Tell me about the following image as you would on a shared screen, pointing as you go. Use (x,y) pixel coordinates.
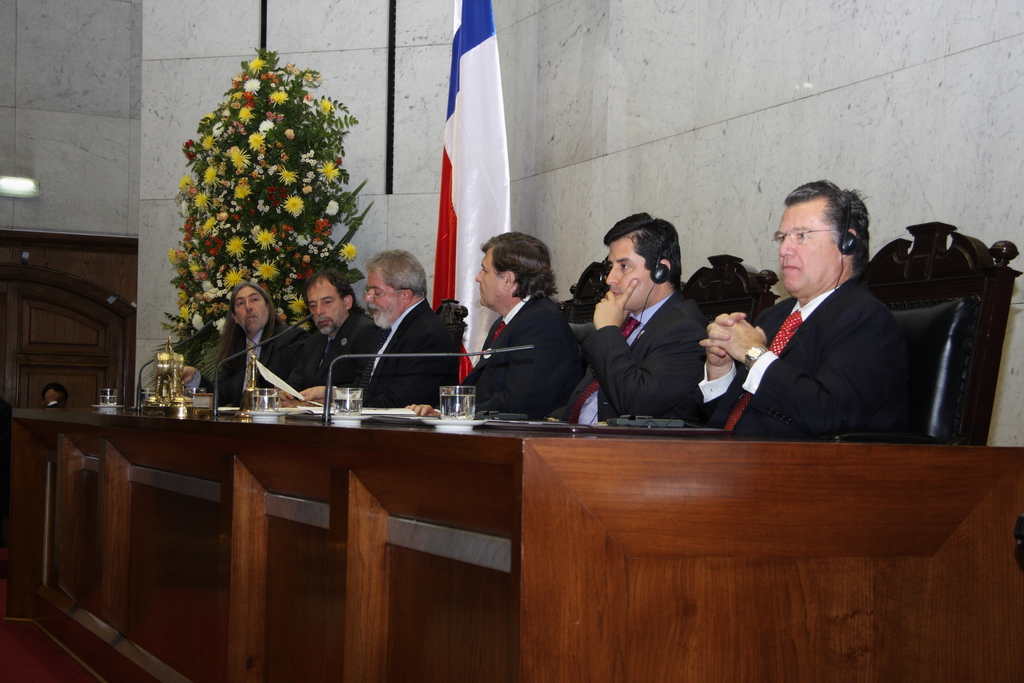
In this image we can see a group of people (877,405) sitting on the chairs (882,438). In that two men (710,338) are wearing the headset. We can also see a table (622,518) in front of them containing some glasses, mics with stand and some papers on it. On the backside (125,319) we can see a door (95,316), wall (115,199), a ceiling light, a flower bouquet (361,217) and the flag (442,229).
